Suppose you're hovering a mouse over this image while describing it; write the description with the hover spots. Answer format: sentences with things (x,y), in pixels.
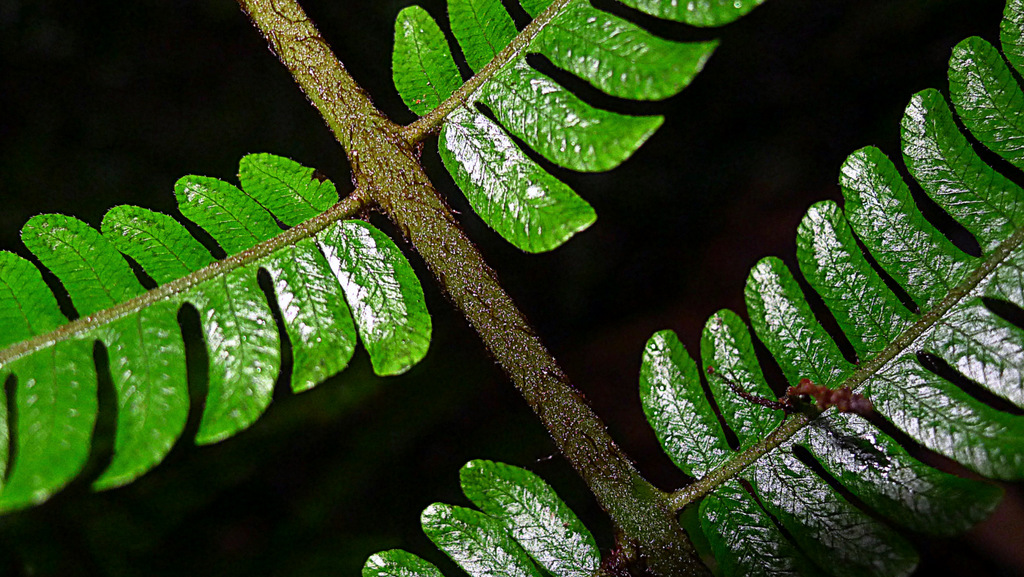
In this image we can see the stem (463,297) and leaves (435,77). The background (262,449) is dark.
